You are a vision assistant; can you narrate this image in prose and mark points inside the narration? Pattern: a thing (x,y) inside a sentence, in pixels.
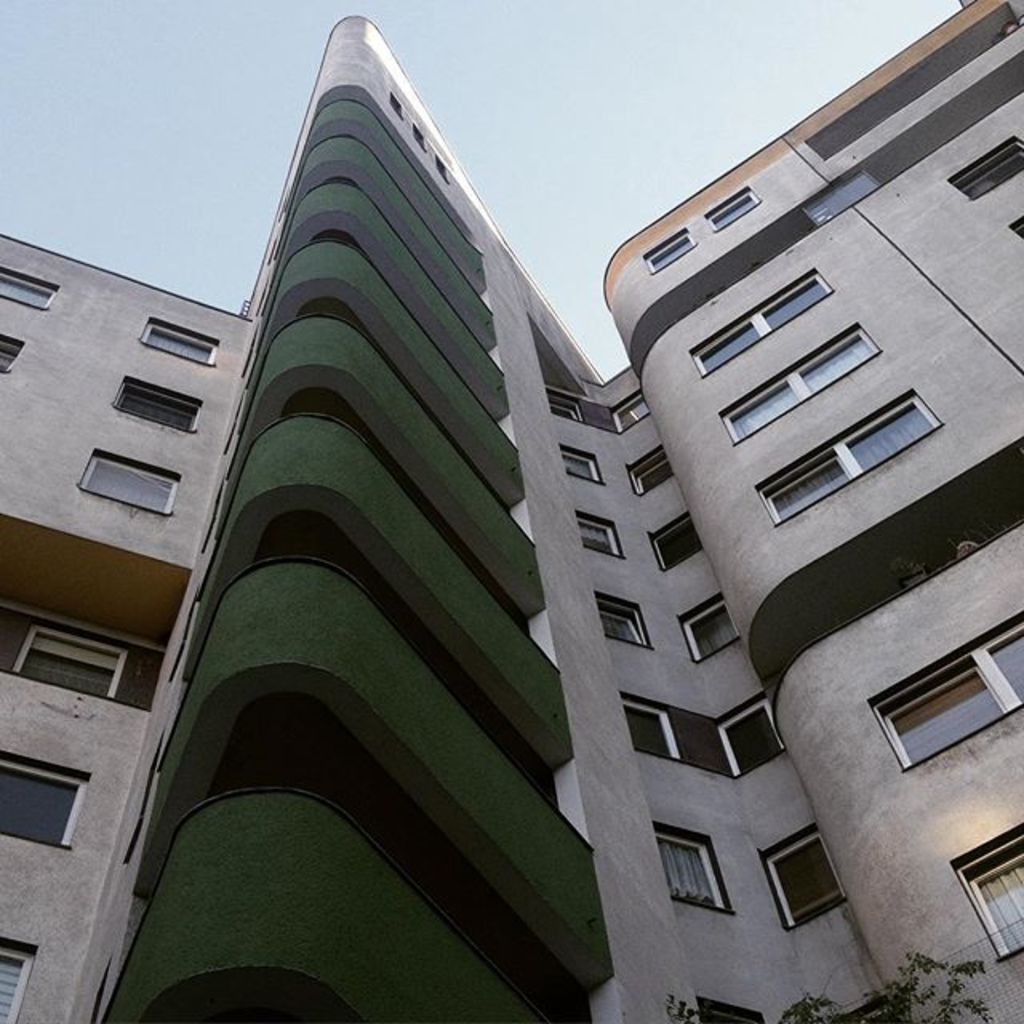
Here we can see a building (582,598) and windows (842,440). In the background (570,94) there is sky (224,112).
